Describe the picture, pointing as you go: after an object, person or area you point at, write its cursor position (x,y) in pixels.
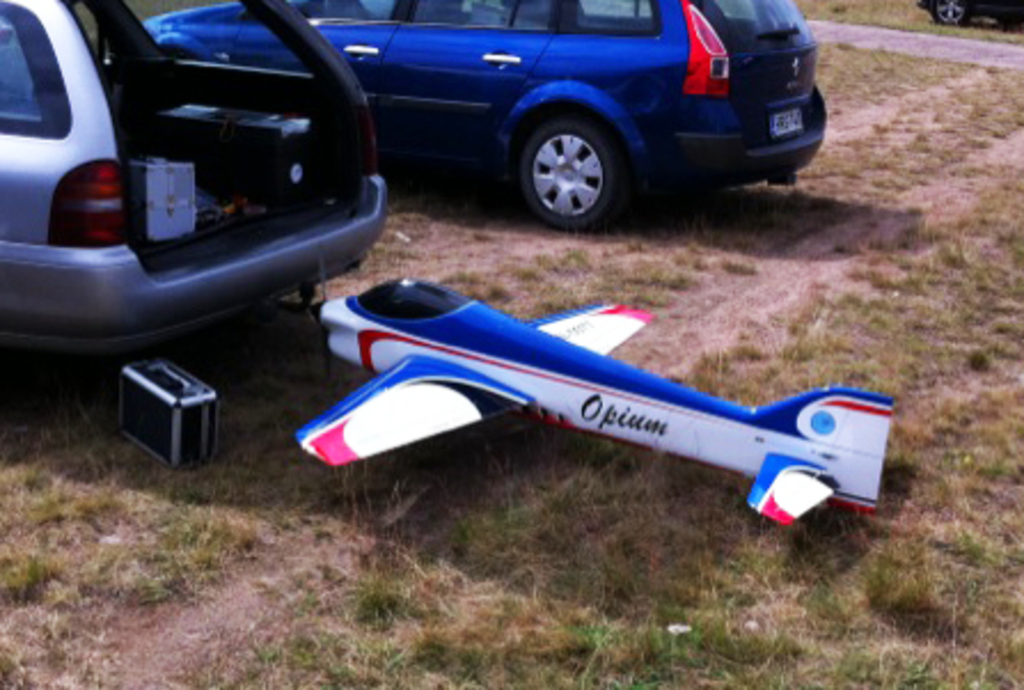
In this image we can see some vehicles (30,207), containers (146,201) and other objects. In the background of the image (948,334) there is the grass (520,552) and ground (446,531). On the right side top of the image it looks like a vehicle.
